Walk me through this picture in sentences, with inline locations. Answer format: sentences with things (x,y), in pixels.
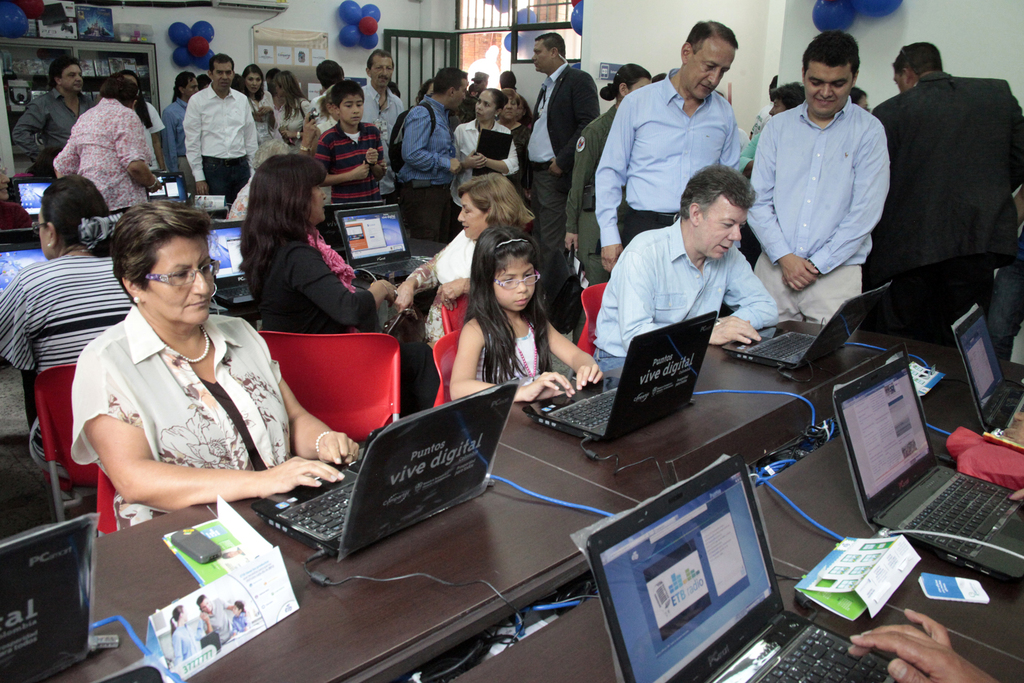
This picture is taken inside the room (531,276). In this image, we can see a group of people (516,281) sitting on the chair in front of the table (473,527), at that table (344,641), we can see some laptops (20,560), electrical wires (441,672), mobile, board (190,613). In the background (978,126), we can see a group of people (350,138) standing, balloons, wall (613,54) and a shelf (100,71), photo frame (94,25), door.
